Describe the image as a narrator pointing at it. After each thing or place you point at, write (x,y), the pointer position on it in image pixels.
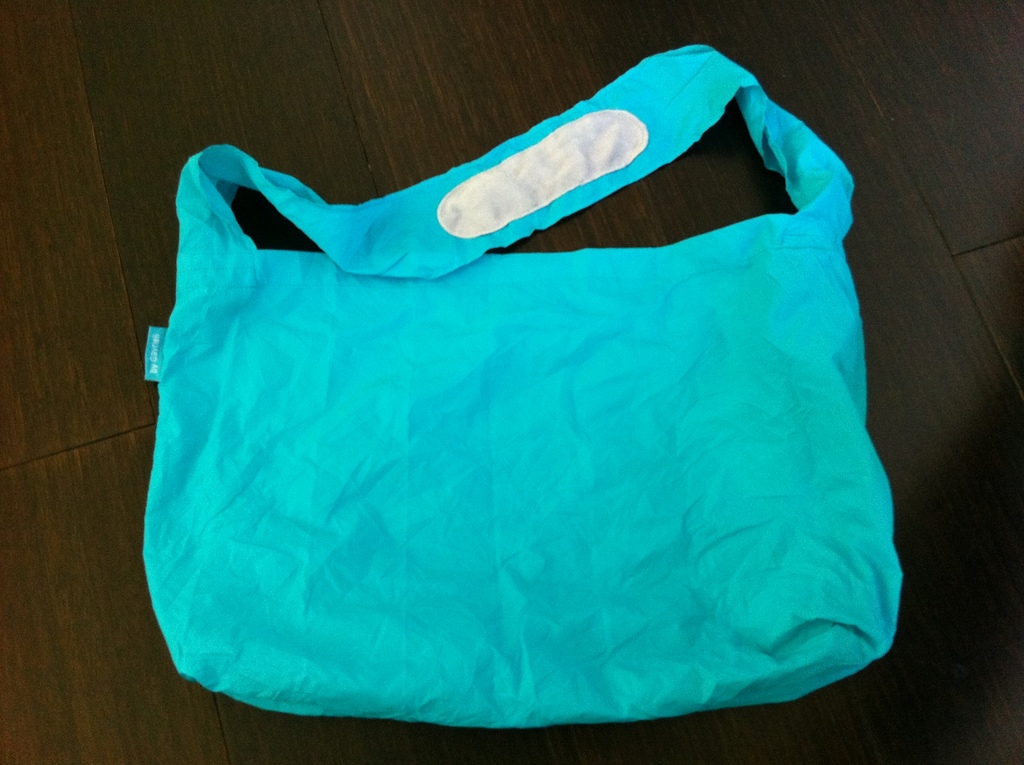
In this picture we can see a blue color cloth bag (390,364) placed on a wooden platform (993,91).
